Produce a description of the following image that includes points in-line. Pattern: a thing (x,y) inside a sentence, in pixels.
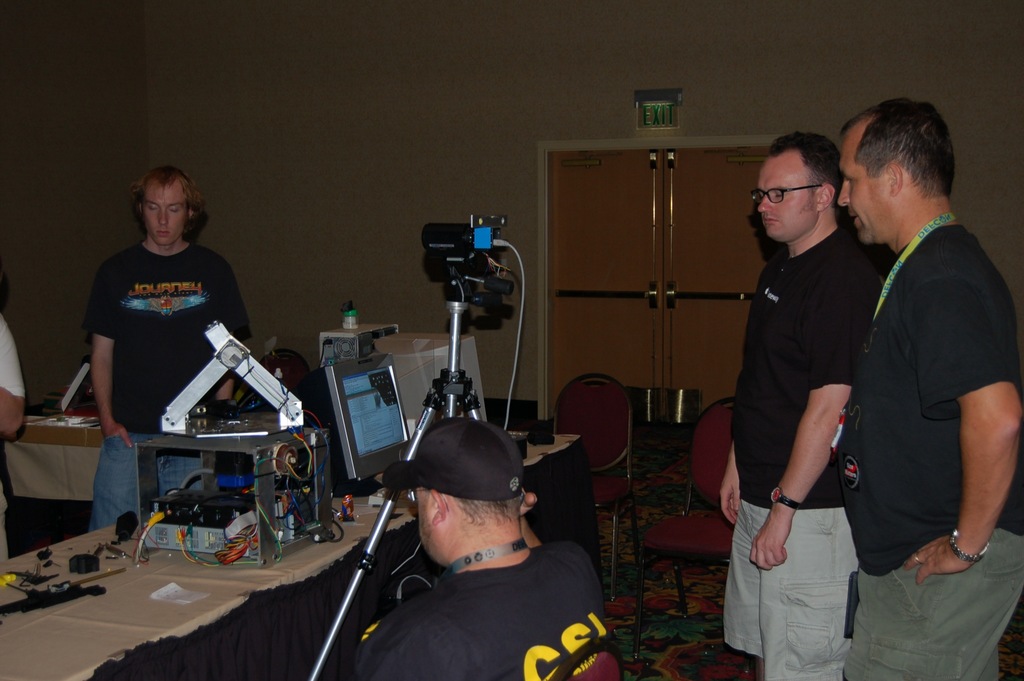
On the right side of the image (747,407) we can see persons (822,356) standing on the floor (720,589). In the center of the image (470,452) we can see person (405,493) sitting at the table (300,556). On the table (289,569) we can see some components (239,481) of the computer (261,509), monitor (349,407) and some objects (204,426). In the background (411,316) we can see door (585,197) and wall (422,88). On the left side of the image (189,348) we can see persons (93,347).
